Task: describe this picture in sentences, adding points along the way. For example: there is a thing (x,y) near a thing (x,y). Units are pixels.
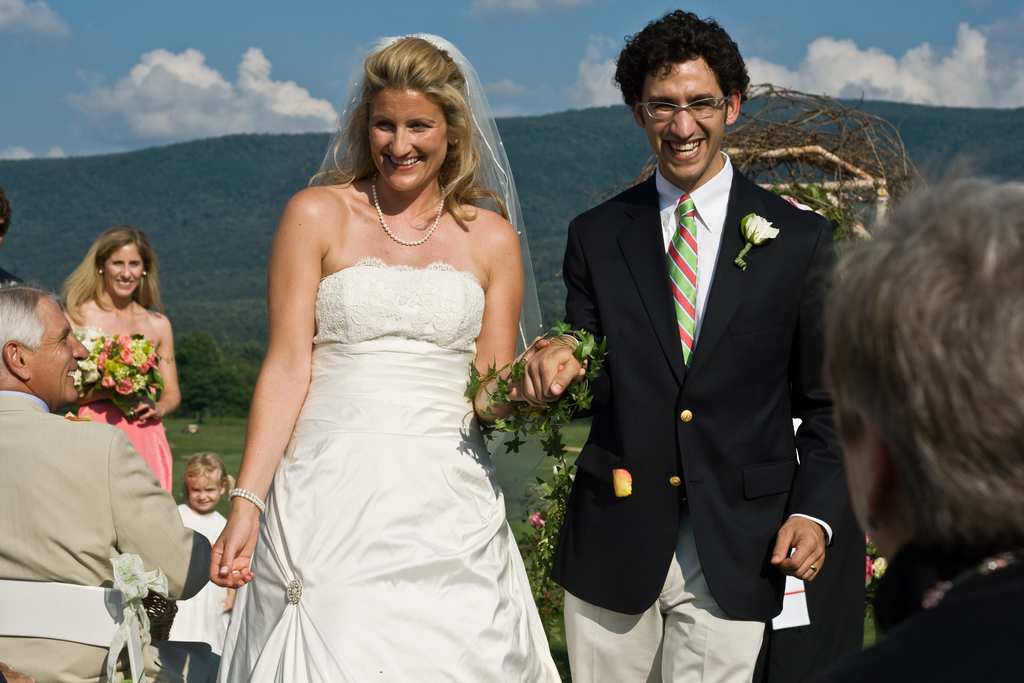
In this picture we can see a man (741,376) and a woman (449,437) are standing and smiling, on the left side (206,518) there are three persons (215,527), a woman (132,430) in the background (135,357) is holding a flower bouquet (98,359), there is another person (884,453) on the right side (920,444), we can see grass (175,428) and trees (189,388) in the background (198,370), there is the sky (328,19) at the top of the picture (262,137).
